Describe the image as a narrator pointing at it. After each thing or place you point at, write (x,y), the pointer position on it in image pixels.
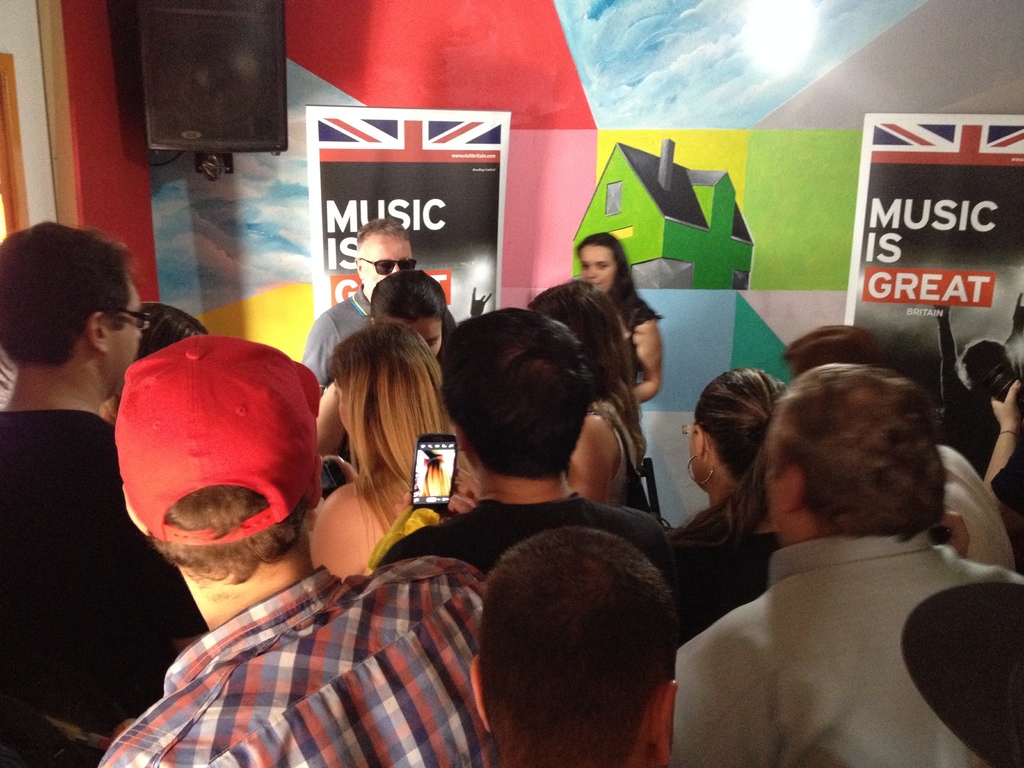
In this image there are people (717,568) standing and there is a man (544,455) holding a mobile phone (428,464) and capturing a photograph. in the background (505,205) there are banners (489,136) and there is also a painted wall (590,142). Sound box (242,132) is also visible.
